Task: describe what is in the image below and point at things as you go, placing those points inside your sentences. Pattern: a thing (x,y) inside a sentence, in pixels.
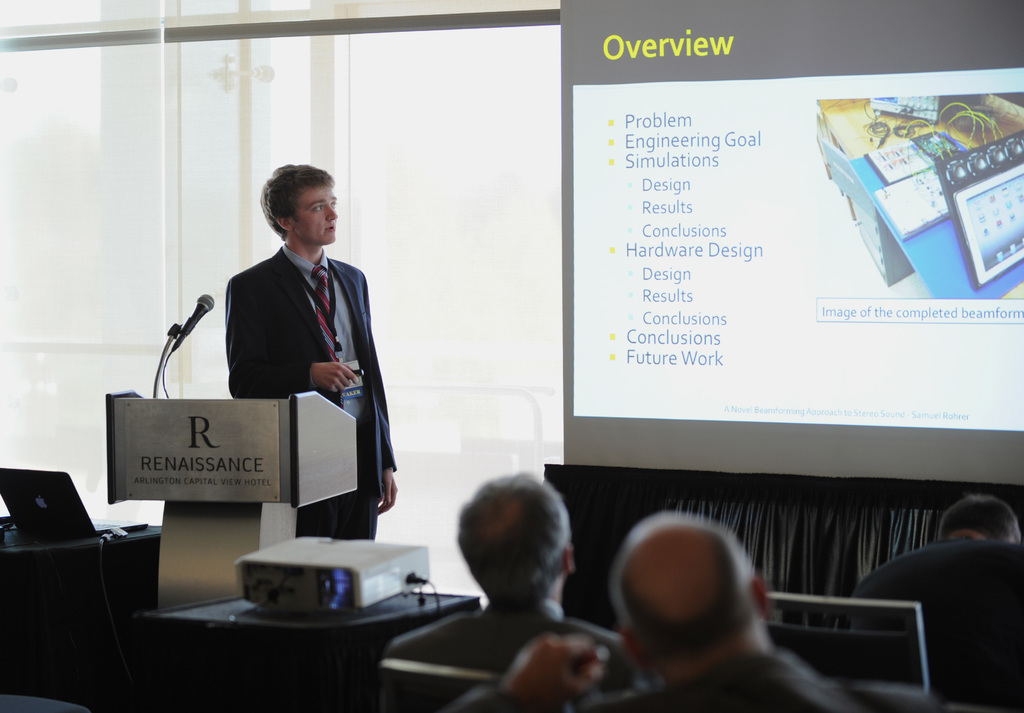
In the background (521,175) we can see the glass (411,382), screen (901,293) and a cloth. On the left side of the picture (341,331) we can see a man (341,331) is holding an object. We can see there is something written on a podium (271,465). In this picture we can see a microphone (207,308), stand (163,357). On the tables (194,651) we can see a laptop (79,497), projector device (380,595). At the bottom portion of the picture (747,675) we can see the people (772,673) sitting on the chairs (917,632).
